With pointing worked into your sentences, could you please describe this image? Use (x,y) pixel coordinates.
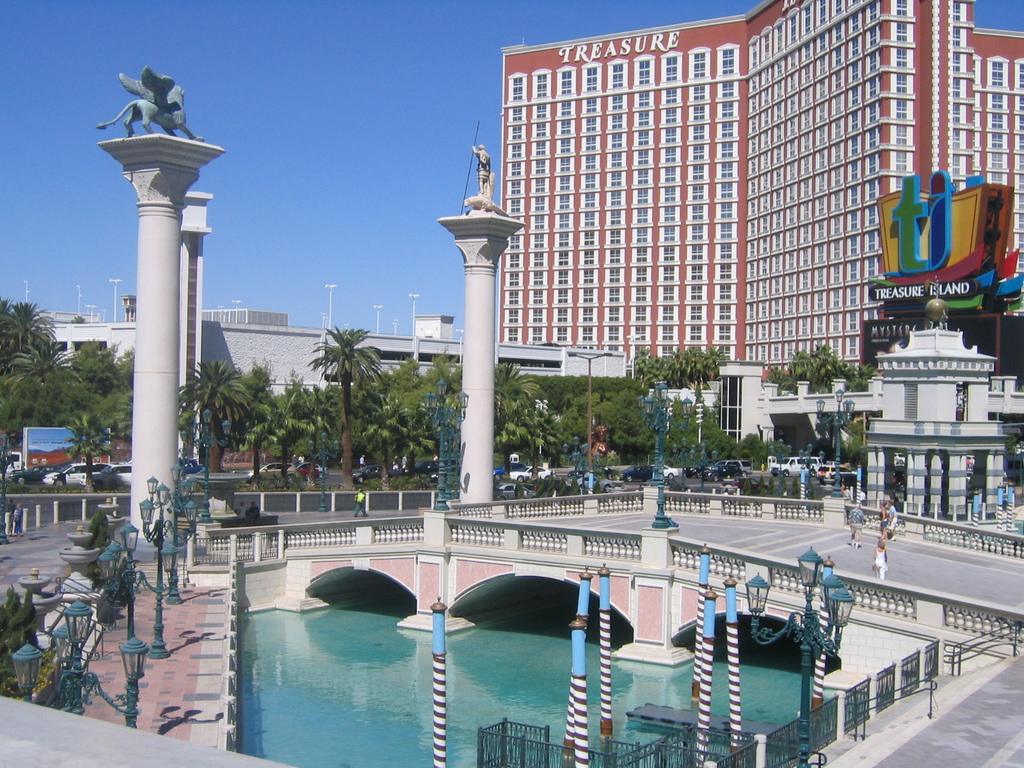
In this image, we can see buildings (553,206), trees (595,412), poles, sculptures (148,117), lights (782,440), railings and there are vehicles (359,475) on the road (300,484) and we can see boards (69,446) and plants (286,491) and there is water (532,636) and we can see people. At the top (305,108), there is sky (276,93).
